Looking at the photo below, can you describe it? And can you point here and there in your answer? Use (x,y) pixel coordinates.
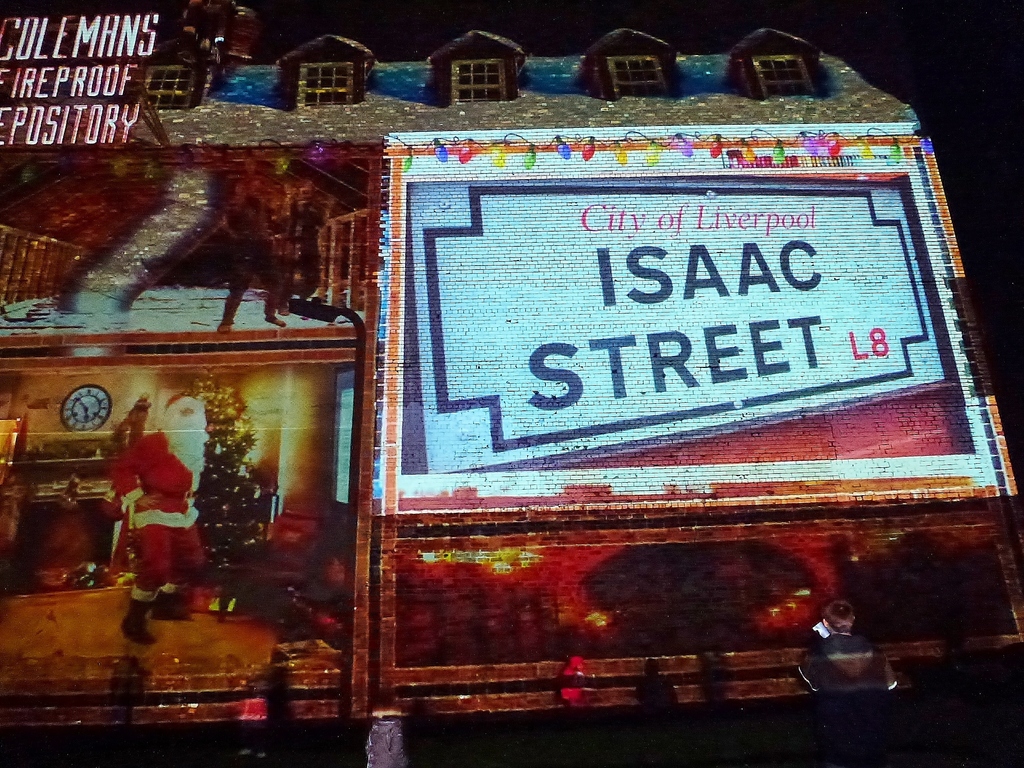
In the image there is a building (929,444). On the walls (146,156) of the buildings (560,92) there is a screen (557,223) with images (134,241) and something written on it. At the top of the image (177,100) on the building (484,700) there are windows (478,75). In the top left corner of the image (42,34) there is a name board (97,56) with lights (42,34). And there is a dark background (406,3).
